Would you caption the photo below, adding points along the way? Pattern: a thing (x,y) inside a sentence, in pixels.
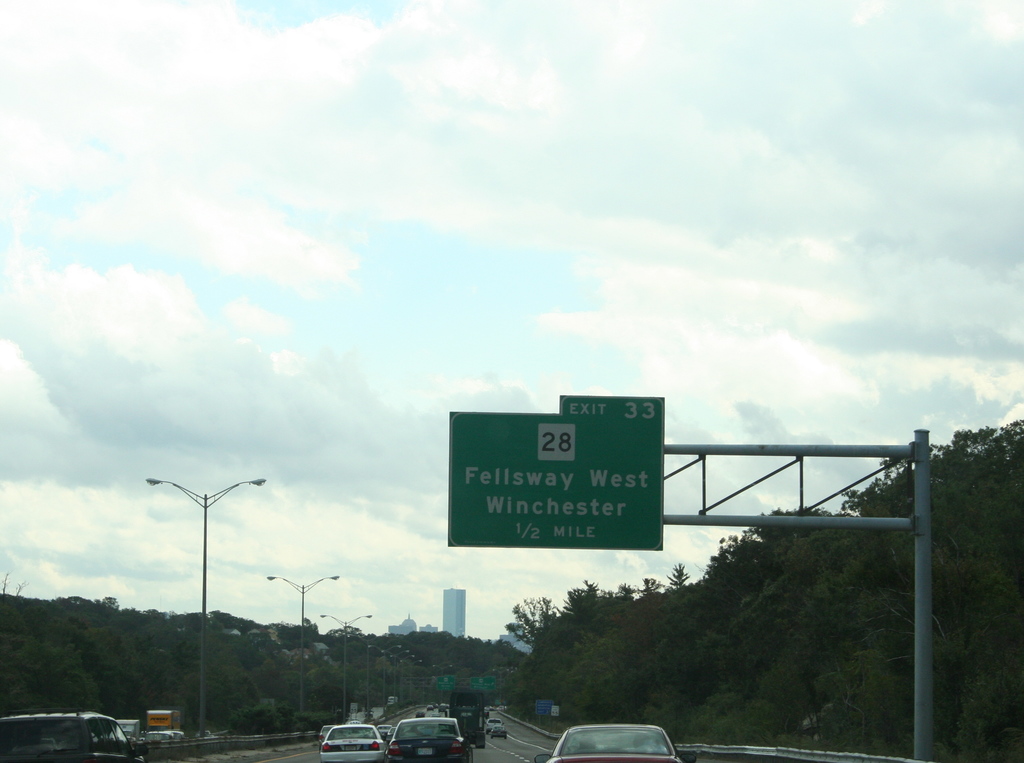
This is outside view in this image at the bottom (509,735) there are some vehicles (429,734) on a road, and on the right side (893,496) and left side (7,629) there are some trees (705,583) and poles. In the foreground (575,491) there is one pole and board (577,497), on the board (496,517) there is some text (537,538) and in the background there are some buildings (456,613). At the top of the image (506,205) the sky (506,205).
